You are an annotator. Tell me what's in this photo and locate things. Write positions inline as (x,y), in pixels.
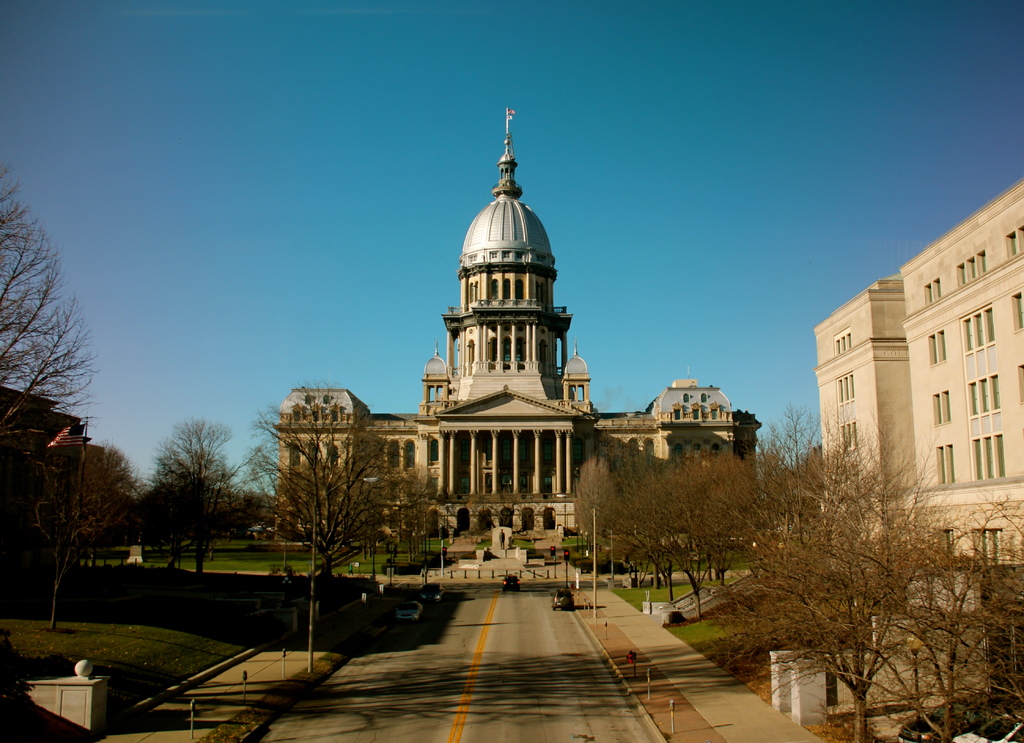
In this image I can see palace (710,450), in front of the palace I can see a road (445,702), on the road (509,666) I can see vehicles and I can see trees (206,490) in the middle (344,490), at the top (482,68) I can see the sky (829,68) and on the right side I can see the vehicles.
